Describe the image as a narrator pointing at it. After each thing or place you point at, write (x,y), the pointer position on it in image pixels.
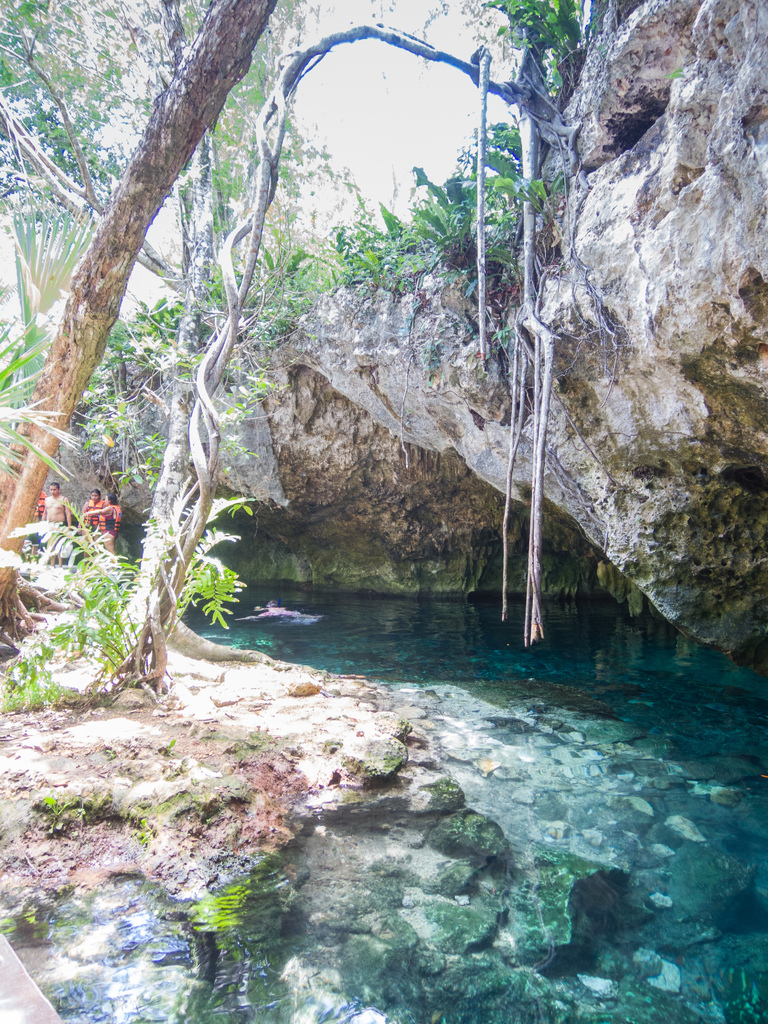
This image consist of a lake (444,693) and on the right side (686,230) I can see a hill (683,133) and there are some trees (64,253) visible and there are the persons (109,509) standing in front of the lake (204,634) and there is a sky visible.
